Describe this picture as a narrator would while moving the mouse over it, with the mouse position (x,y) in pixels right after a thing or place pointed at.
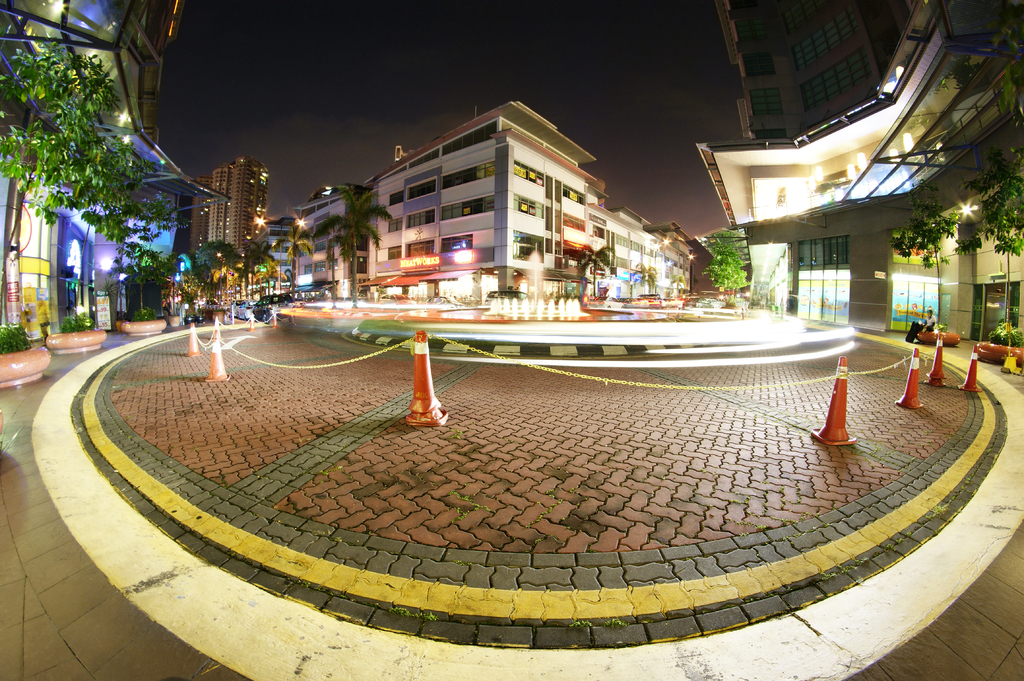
In this picture I can see a queue manager (218,375) in the middle (423,359) and there is a fountain (501,305), there are trees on either side of this image. In the background (457,296) there are buildings (480,298) with lights (445,293), at the top (553,70) there is the sky (480,61).
